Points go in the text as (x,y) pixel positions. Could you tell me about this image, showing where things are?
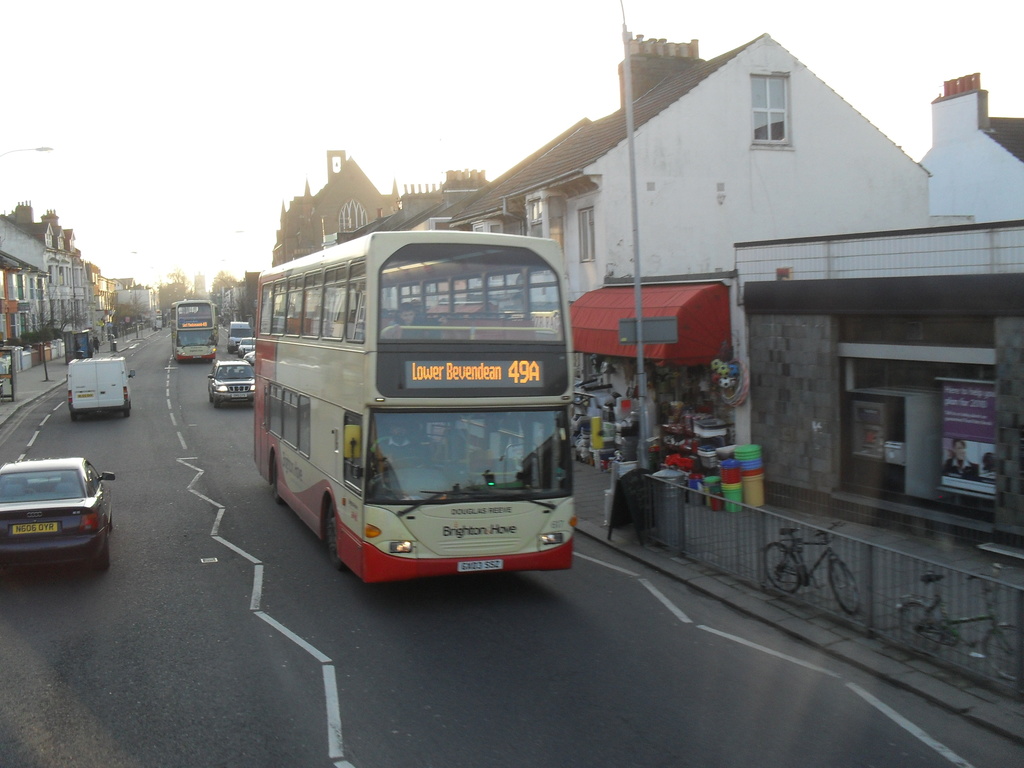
In the center of the image (429,403) we can see a man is driving a double decker bus (542,413) and also we can see the text (525,363) and some people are sitting in a bus (374,411). In the background of the image (987,339) we can see the buildings (1018,319), roofs (560,158), pole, board (982,387), vehicles (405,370), road (515,666), containers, vessels (683,454), railing (841,537), bicycles (843,561). At the top of the image (265,178) we can see the sky (262,152).
